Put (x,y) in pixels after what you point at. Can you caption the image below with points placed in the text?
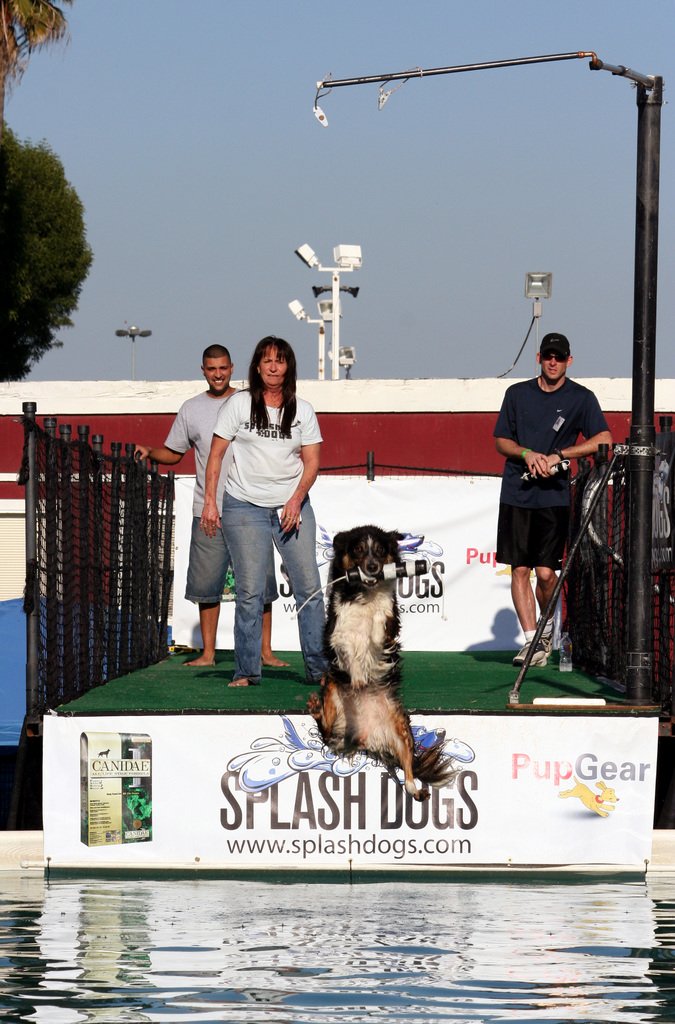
In this image I see 2 men (509,531) and a woman (272,539) who are standing on this platform (426,677) and I see a dog (347,688) over here which is of black, brown and white in color and I see something is written over here and I see the water (280,947). I can also see the fencing (595,599) and I see a pole (642,316). In the background (237,138) I see few more poles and I see the leaves (36,45) over here and I see the sky (428,116).
